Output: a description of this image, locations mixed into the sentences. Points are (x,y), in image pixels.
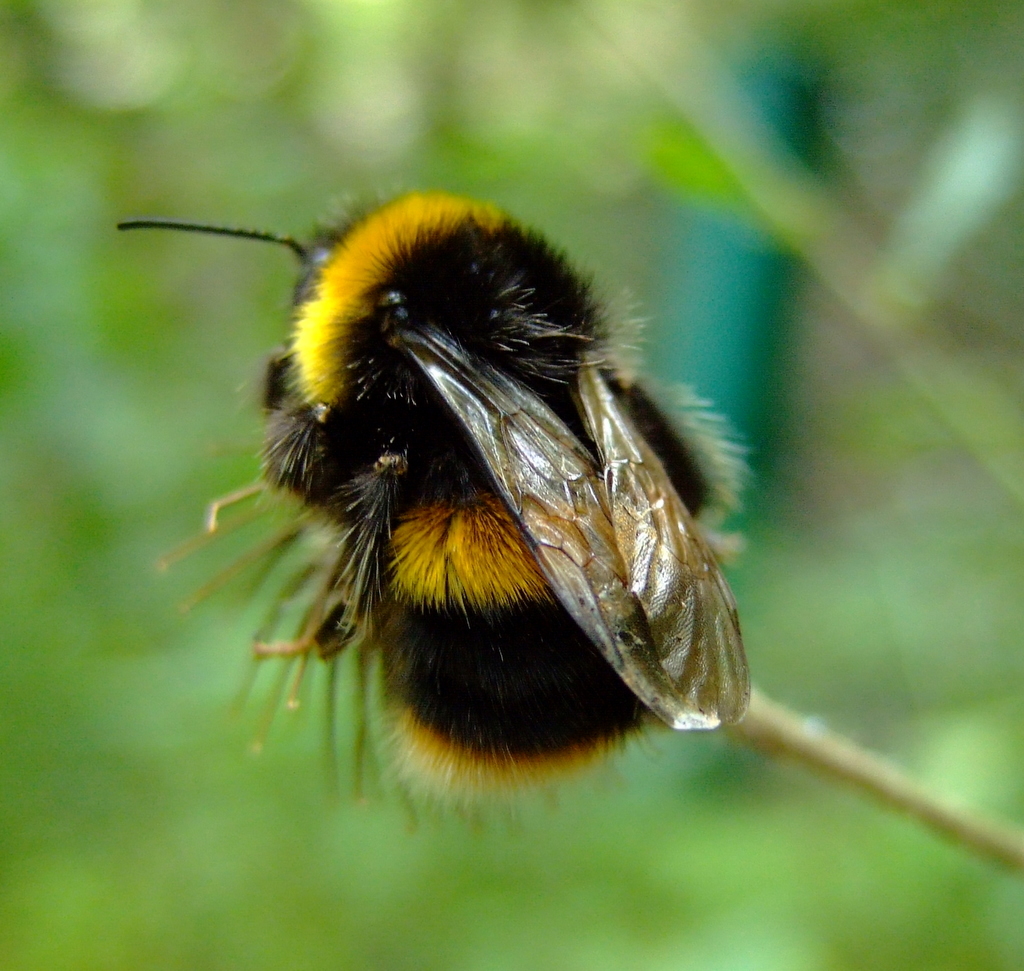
This is zoom-in picture of an insect (513,559) which is in black and yellow color.
